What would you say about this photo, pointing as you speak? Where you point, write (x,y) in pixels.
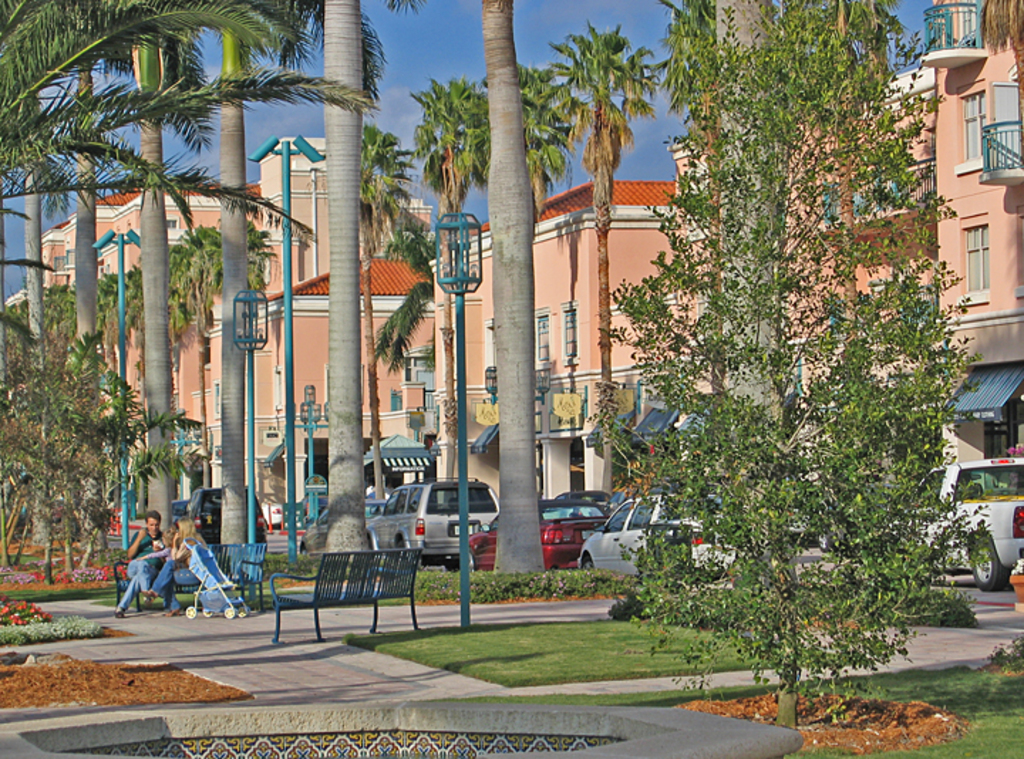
In the picture I can see trees (448,311), buildings (412,350), pole lights (313,408), the grass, plants (475,587) and people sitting on a bench (242,580). I can also see vehicles (970,528) on the road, a bench (396,583) and some other objects (514,727) on the ground (272,679). In the background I can see the sky (313,76).
